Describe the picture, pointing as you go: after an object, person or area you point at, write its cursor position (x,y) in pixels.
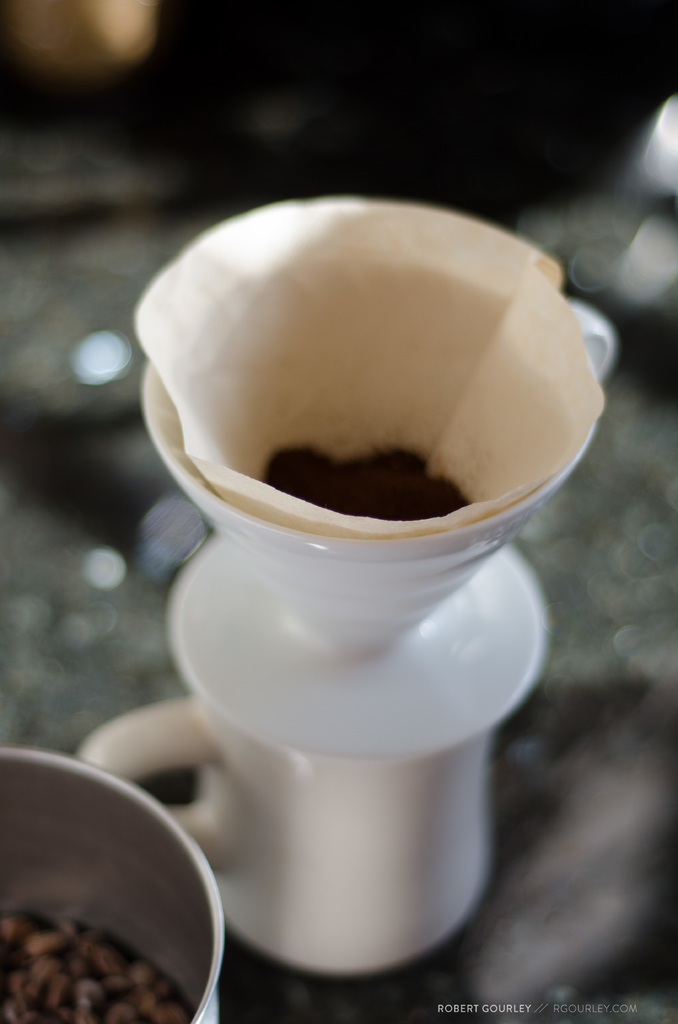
In this image in the center (244,607) it looks like a cup (288,760), and in the cup (355,430) there is some paper (438,531) and some food (300,463) and on the left side (133,973) there are some coffee beans (146,984). At the bottom (477,951) there is table (71,434), and the background (104,20) is blurred.
